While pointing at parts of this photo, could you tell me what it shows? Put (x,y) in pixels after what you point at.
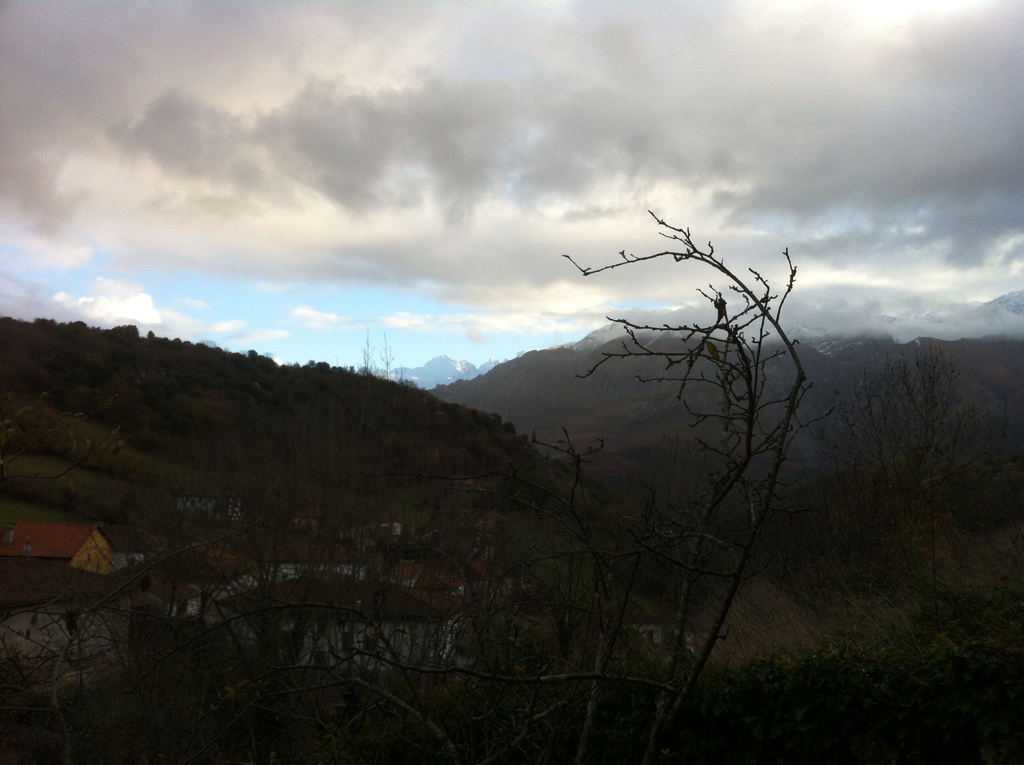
In this image I can see few trees (97,357), houses (14,606), mountains (633,424) and dry trees (707,535). The sky (545,209) is in blue, white and black color.
